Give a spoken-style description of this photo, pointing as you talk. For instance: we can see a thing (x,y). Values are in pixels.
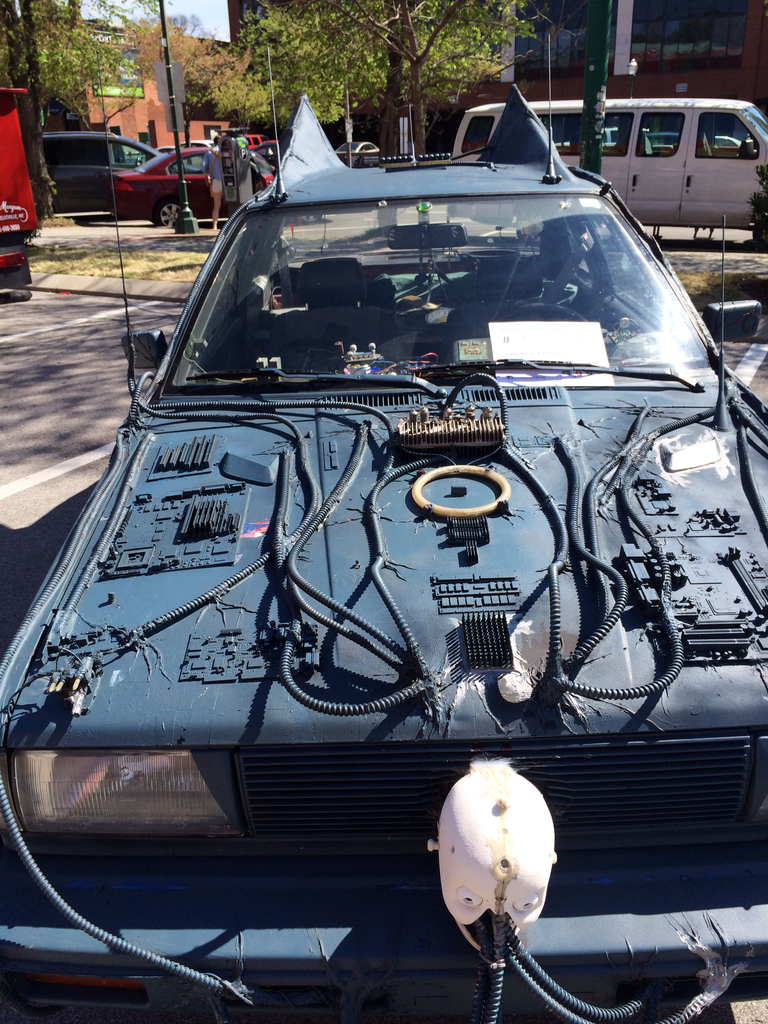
In this image we can see a black color car (407,716). Behind trees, buildings (643,60) and cars (661,115) are present.
